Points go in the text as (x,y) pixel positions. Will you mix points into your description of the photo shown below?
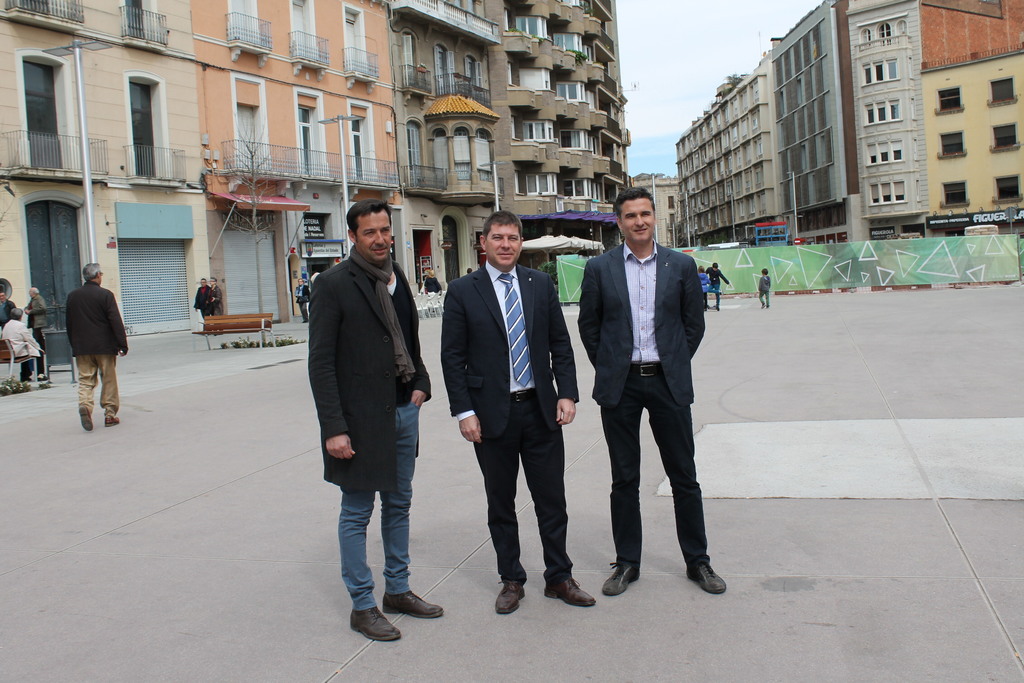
This is an outside view. Here I can see three men (355,346) are standing on the ground (436,593), smiling and giving pose for the picture. On the left side (15,336) few people (68,332) are walking on the ground (162,395). In the background (770,166) there are few buildings (558,120). At the top (656,44), I can see the sky (668,60).
